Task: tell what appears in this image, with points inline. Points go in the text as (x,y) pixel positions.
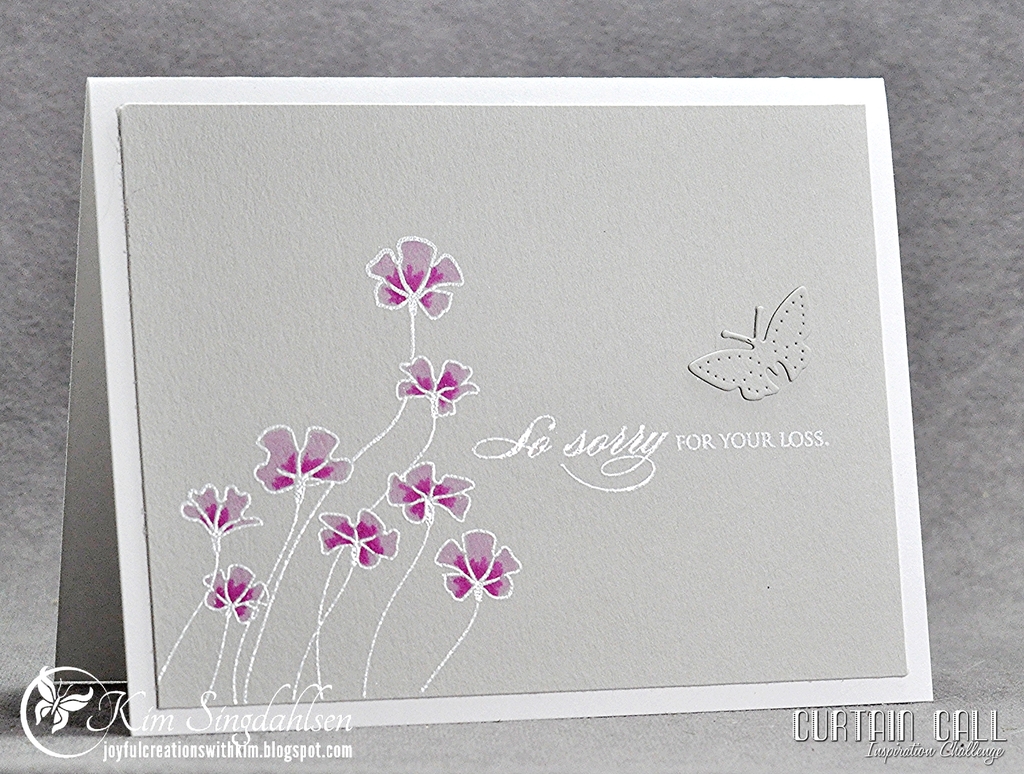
In this picture, we can see a poster (616,470) with some text (734,444), and images (209,602) on it, we can see some watermarks (49,676) on the bottom left (231,705) and bottom right side of the picture (912,743).
